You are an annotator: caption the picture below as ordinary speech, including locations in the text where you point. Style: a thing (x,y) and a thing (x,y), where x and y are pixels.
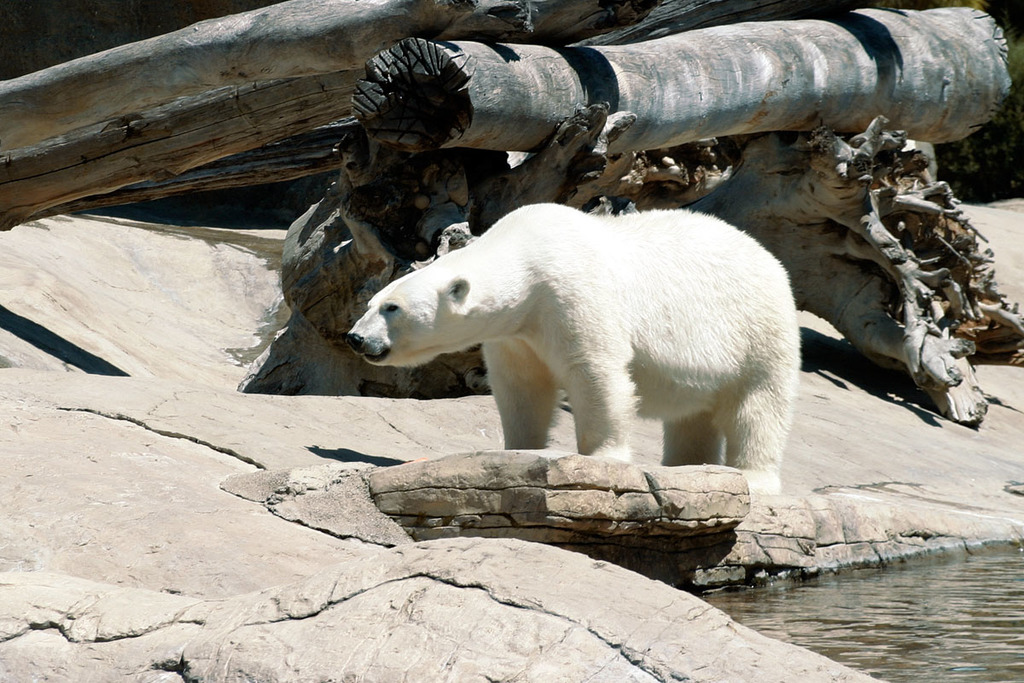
In the image there is a polar bear (537,324) standing on the rock (606,467). In the bottom right corner of the image (923,639) there is water (832,573). Behind the polar bear (471,264) there are wooden logs (432,136).
